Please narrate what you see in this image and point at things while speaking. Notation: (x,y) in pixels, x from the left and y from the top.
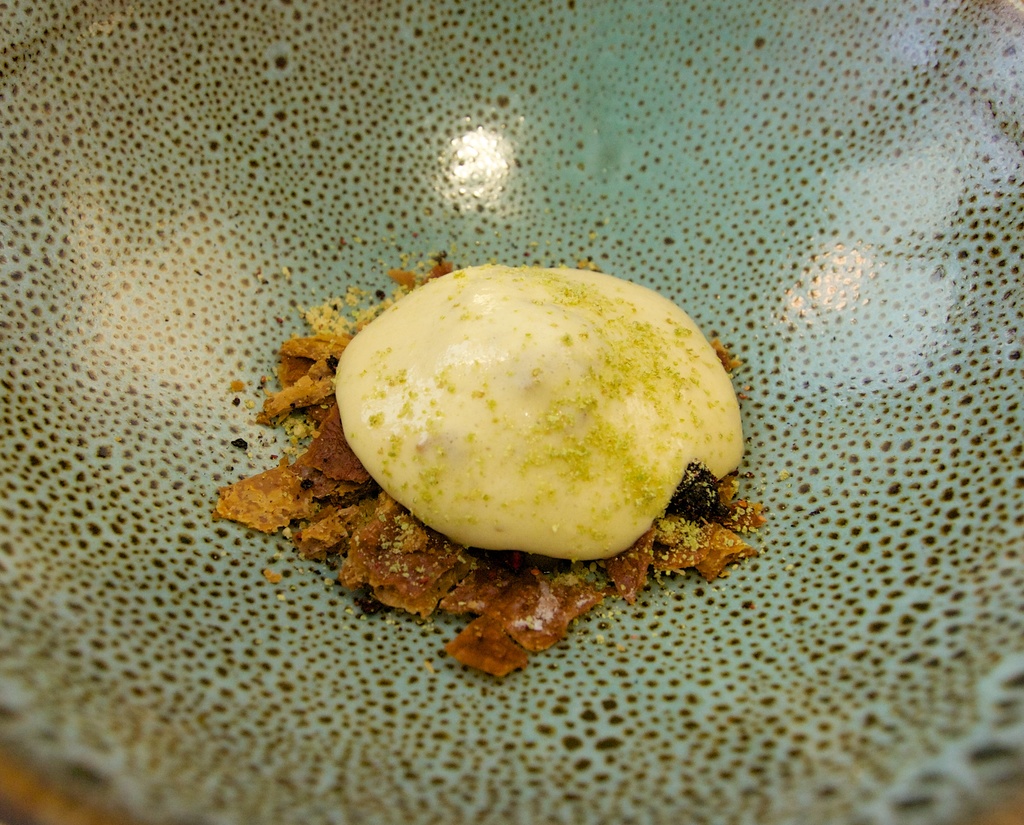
In this picture we can see food (349,498) on the platform (245,764).
